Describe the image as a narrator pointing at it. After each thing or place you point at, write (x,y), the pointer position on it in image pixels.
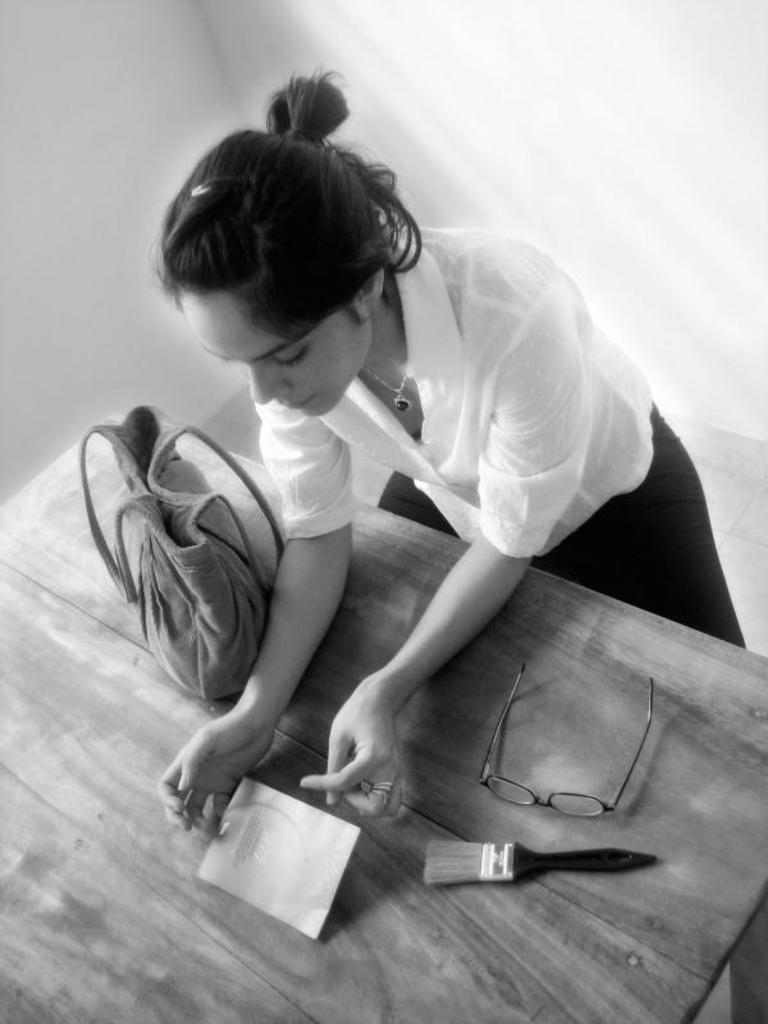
There is a black and white image. In this image, there is a person (557,375) in front of the wall (562,123). There is a table (424,896) at the bottom of the image (397,990) contains bag (203,626), spectacles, brush (506,845) and paper (319,856).
